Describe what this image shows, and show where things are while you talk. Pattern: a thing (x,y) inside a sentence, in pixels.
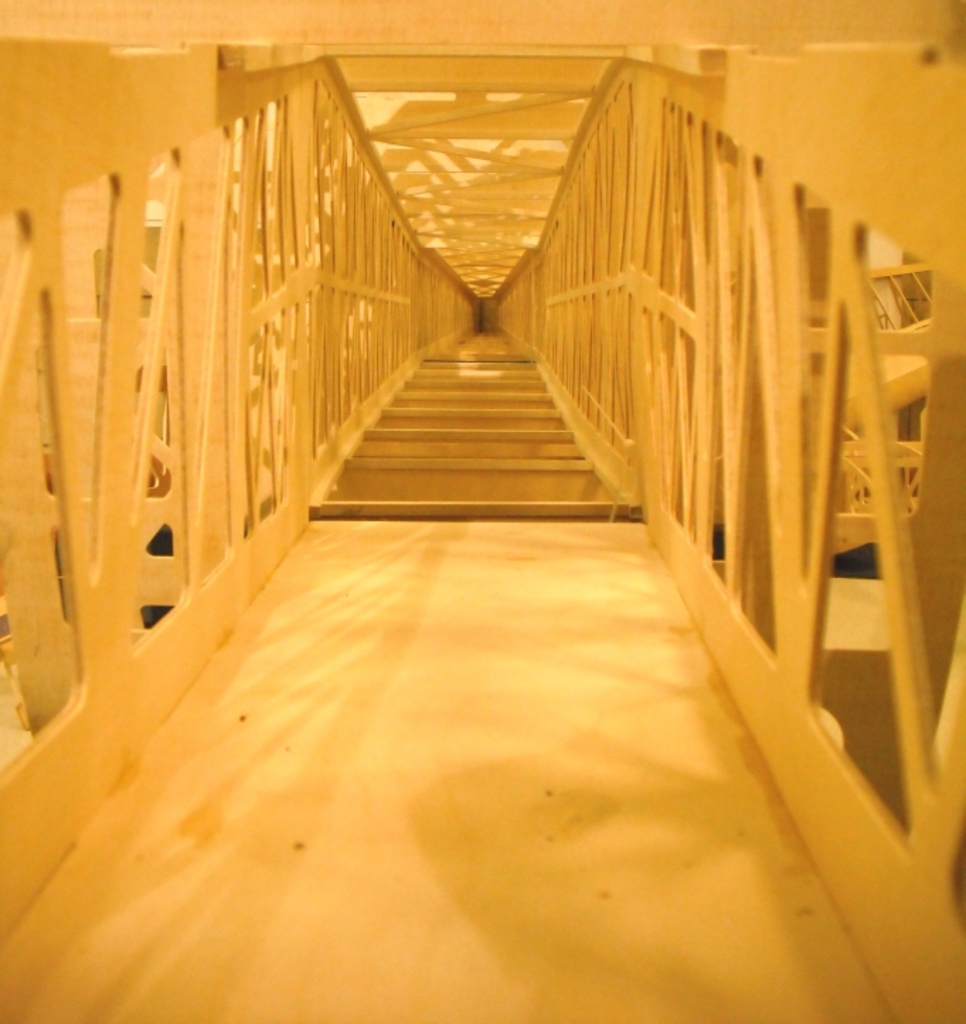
In the picture I can see steps (396,496), fence (589,323) and some other wooden objects (80,349).
